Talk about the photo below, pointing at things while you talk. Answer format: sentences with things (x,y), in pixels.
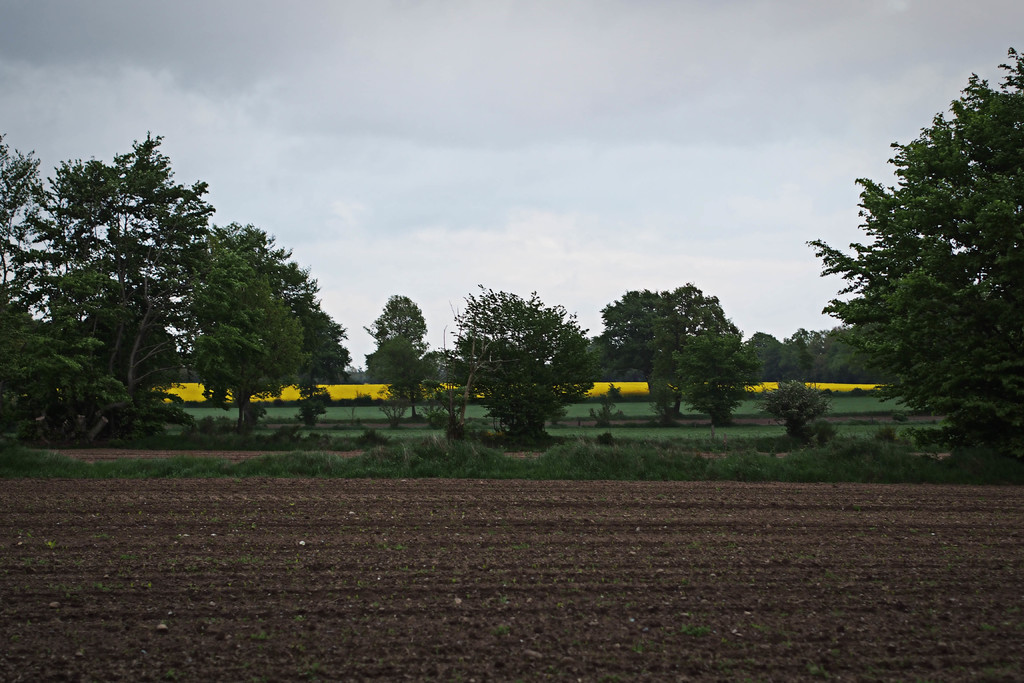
In this image I can see the ground (454,589). In the background (500,449), I can see the grass (660,461), trees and clouds (572,148) in the sky (503,78).
